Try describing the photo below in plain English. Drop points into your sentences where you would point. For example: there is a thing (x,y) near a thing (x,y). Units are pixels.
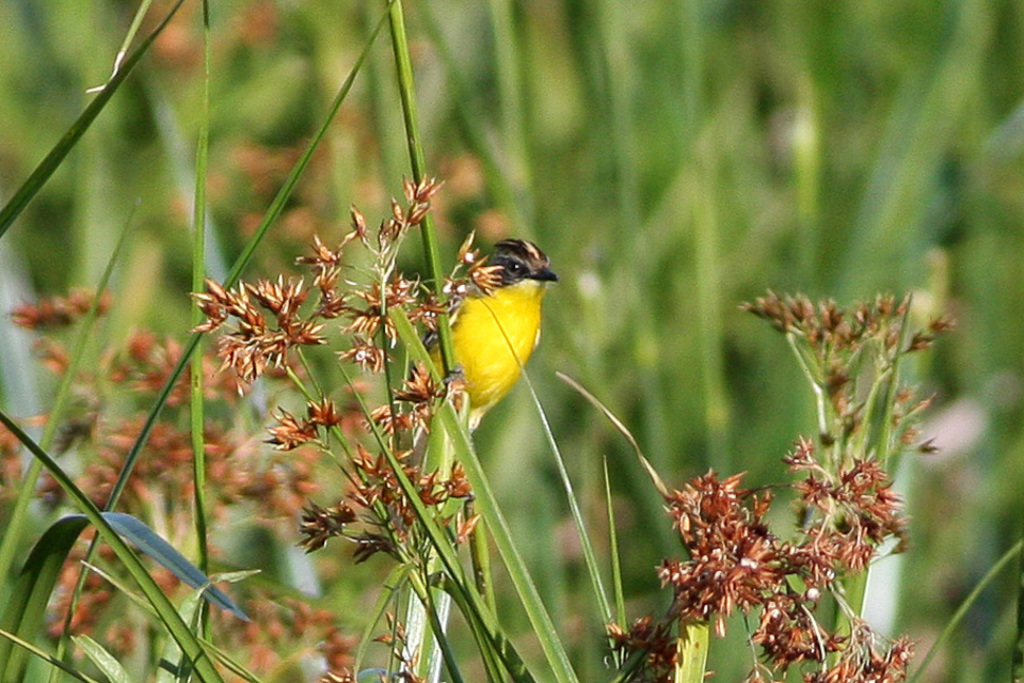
In this image we can see grass (617,541) with flowers (159,450). Also there is a bird (502,313). In the background (556,207) it is blur.
